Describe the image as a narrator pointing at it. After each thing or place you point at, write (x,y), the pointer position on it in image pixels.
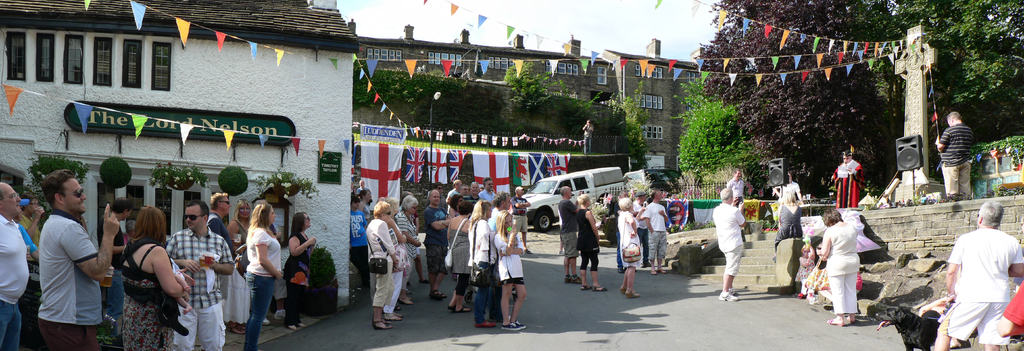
In this picture I can see there is a road (561,257) and there are a few people (485,257) standing, there is a person (860,184) standing on the dais (889,209) to the right (854,161) and there are trees (831,104), plants (552,107), a car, buildings (215,79) and there are doors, windows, there are few decorations (554,162) and the sky (562,24) is clear.
